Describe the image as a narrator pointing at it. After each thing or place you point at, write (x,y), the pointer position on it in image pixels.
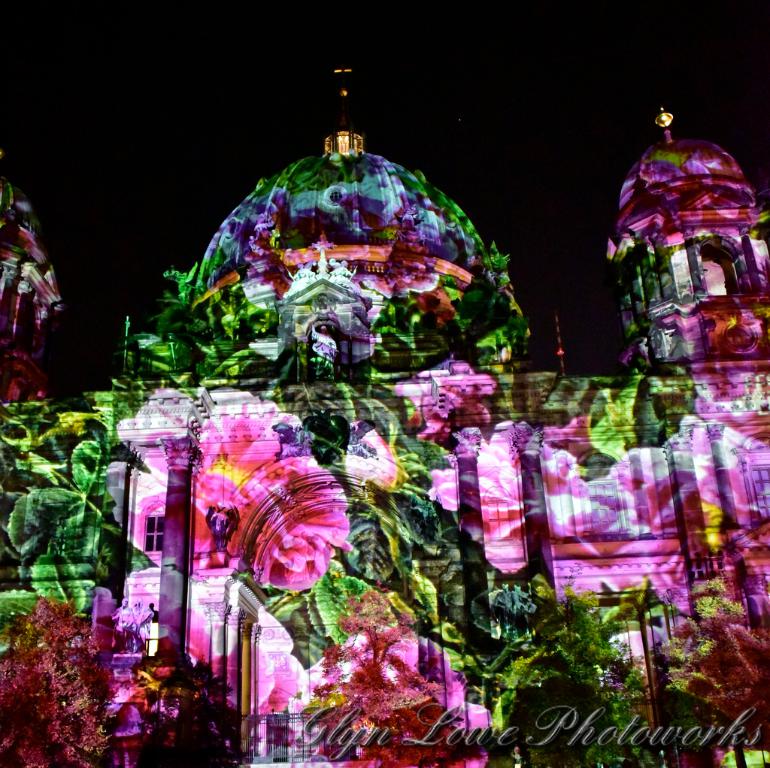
In this picture I can see trees (91,698) and I think there is light show (238,442) on the building (487,596), and there is a watermark (371,736) on the image.
